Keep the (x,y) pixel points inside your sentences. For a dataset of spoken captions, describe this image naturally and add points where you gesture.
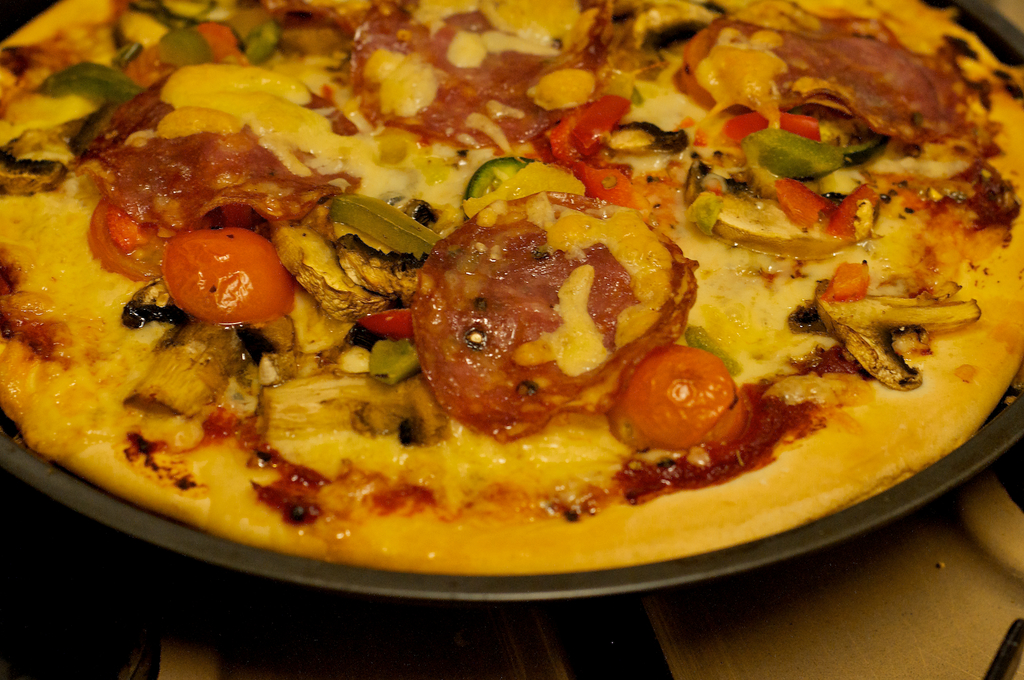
In this picture we can see a pizza (599,311) on a pan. This pan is visible on the platform (993,523).
